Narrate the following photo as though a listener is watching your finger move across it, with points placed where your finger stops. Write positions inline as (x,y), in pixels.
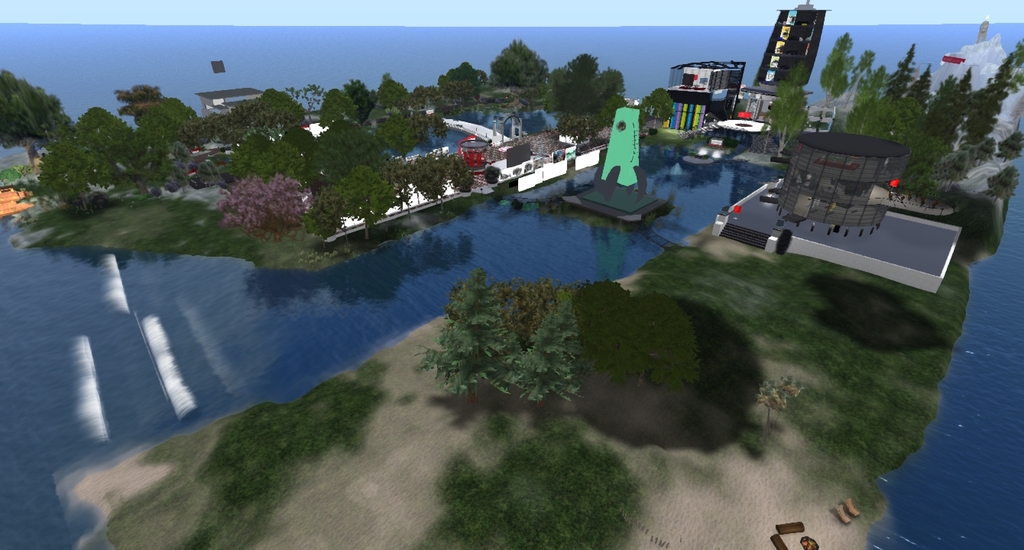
In this picture we can observe graphics (351,120). There are some trees (327,143) and buildings (680,120). We can observe some grass (754,374) on the land (548,426). In the background (143,55) there is an ocean (425,48) and a sky (197,13).
